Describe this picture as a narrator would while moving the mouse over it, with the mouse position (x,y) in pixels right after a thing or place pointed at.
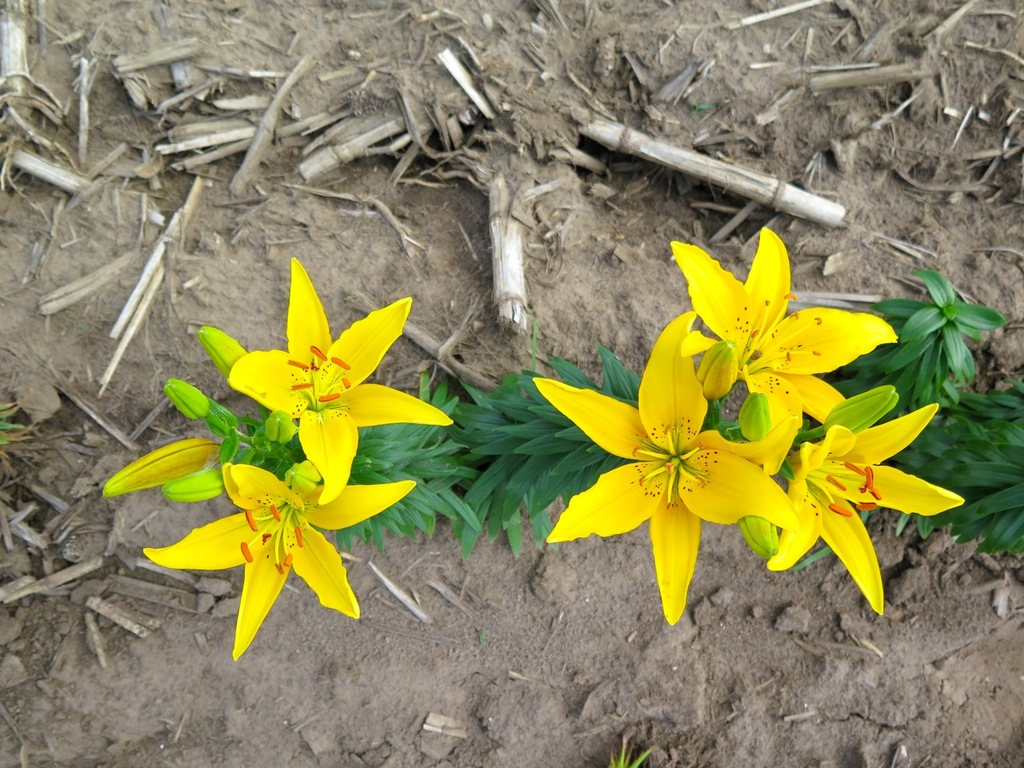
In the foreground of this image (287,527), there are yellow colored flowers (729,462) and buds (757,423) to the plants (677,456). In the background (856,198), there are sticks (195,124) on the ground (162,190).
